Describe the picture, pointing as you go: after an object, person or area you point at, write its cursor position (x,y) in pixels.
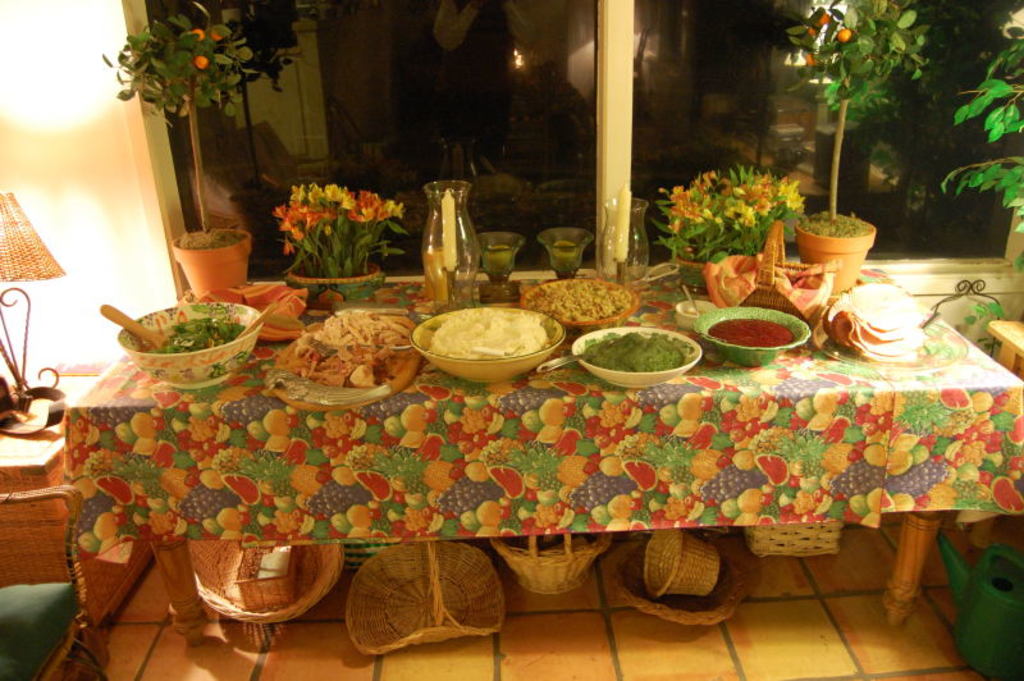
In this image I can see a table (306,520) and on it I can see number of utensils (572,358), few plants (685,250), few glasses (486,256), a candle (448,192), a basket (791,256), few clothes (828,269), different types of food (881,331) and few other things (549,259). I can also see few more baskets (464,564) under the table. On the right side of the image (990,603) I can see a green coloured watering can (982,557), a plant (1022,197) on the table (1007,426) and on the left side of the image (3,261) I can see a lamp (16,246).
